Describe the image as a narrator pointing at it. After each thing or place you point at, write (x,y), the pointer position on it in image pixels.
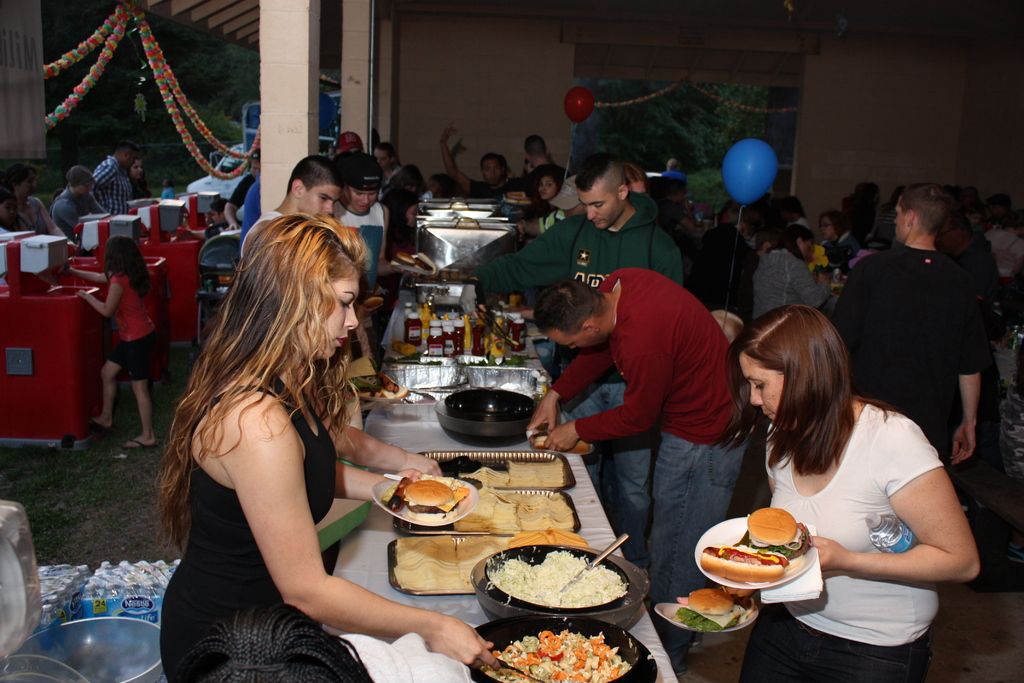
At the bottom (581,465) there is a table (591,531) which is covered with a white cloth (587,521). On the table (589,508) trays (488,536), bowls (516,426), food items (549,665), bottles (422,320) and many other objects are placed. Around the table (341,564) few people (627,311) are standing and holding the plates (722,576) which consists of some food items (776,527). In the background (392,178) there are many people (386,222), tables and chairs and also there are few balloons (589,102). On the left side (312,89) there are few pillars (345,103). In the background (857,92) there is a wall (906,98). In the bottom left-hand corner (79,632) there are few bottles (74,593) and some bowls (75,653) placed on the floor (62,519).
